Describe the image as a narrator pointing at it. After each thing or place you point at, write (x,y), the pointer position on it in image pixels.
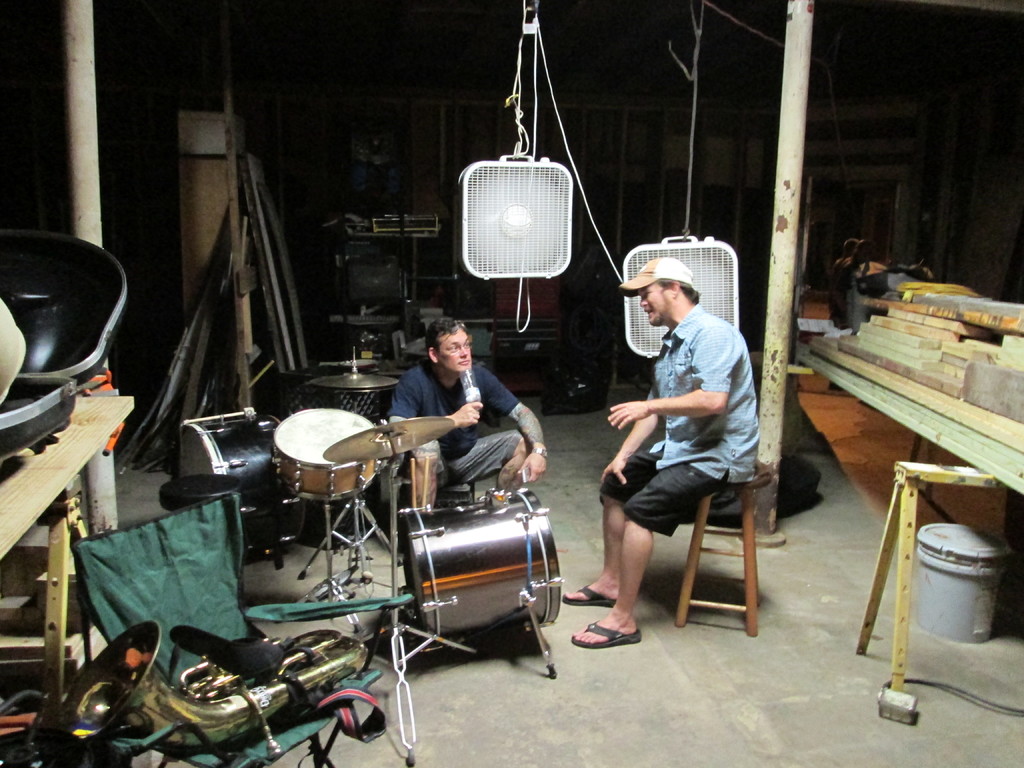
In this picture, we can see two persons (464,336), one of them are holding an object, we can see some objects (501,538) on the ground (587,711) like musical instruments (411,553), tables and some objects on it, we can see some objects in the background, and the poles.
